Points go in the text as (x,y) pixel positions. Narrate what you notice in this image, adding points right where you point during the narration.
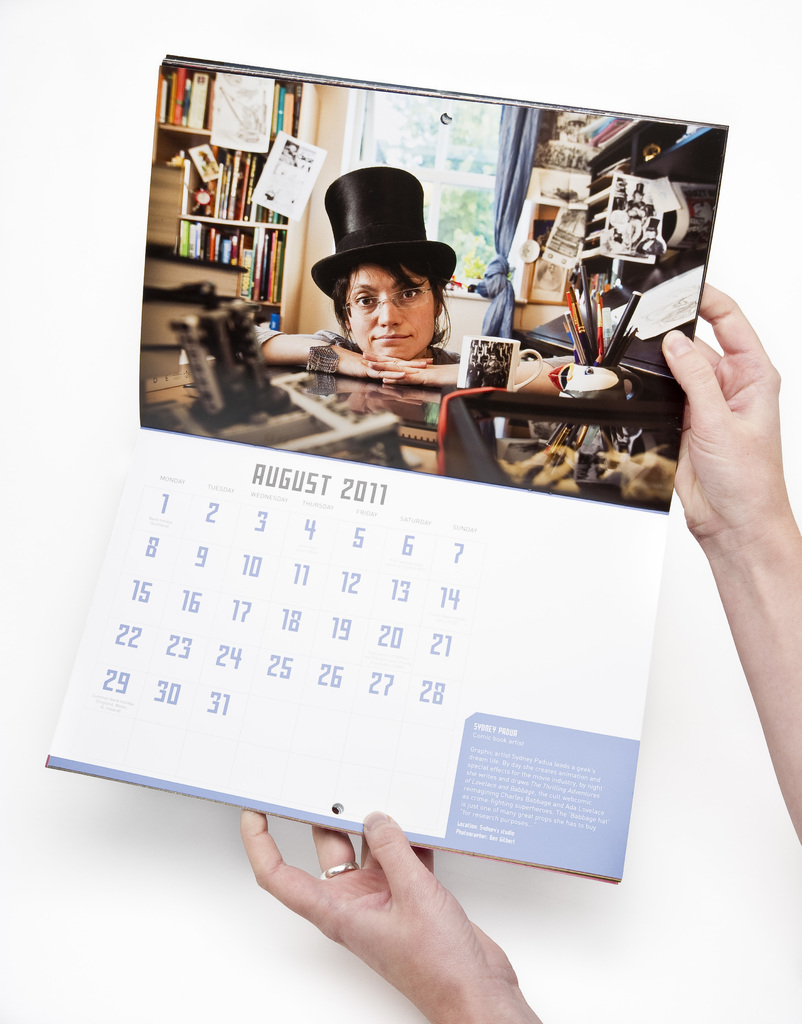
In this image we can see the person hands (746,538) holding a calendar (467,557).
